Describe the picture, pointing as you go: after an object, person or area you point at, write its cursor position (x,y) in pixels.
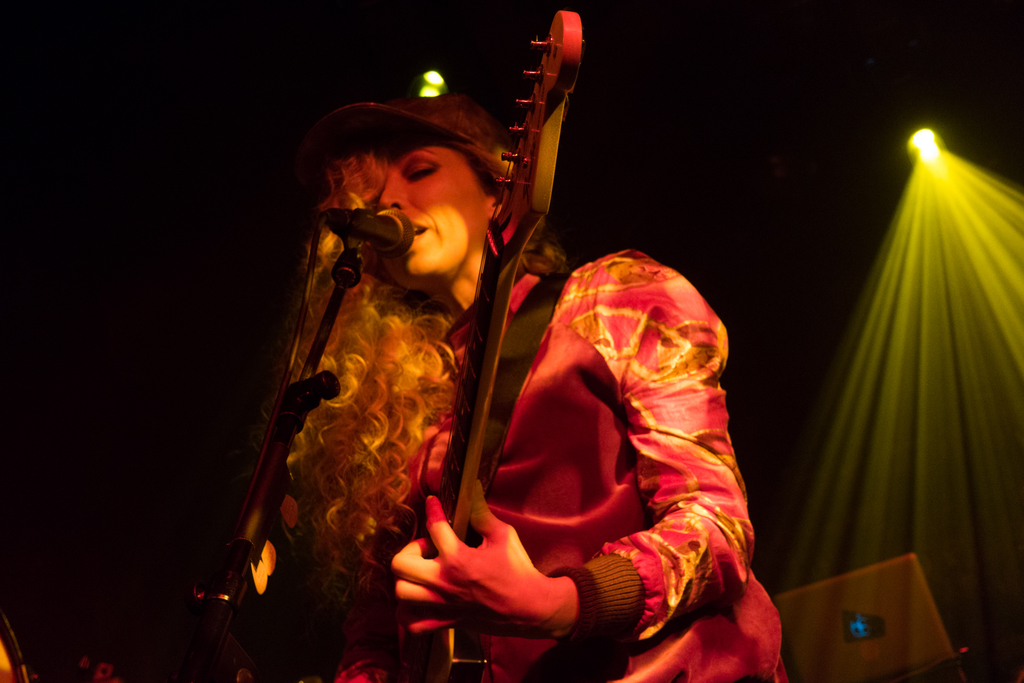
In the center of the image (544,388) we can see lady (541,430) standing and holding a guitar (475,417), before her there is a mic (396,235) placed on the stand (245,516). In the background (946,218) there are lights (940,235) and we can see a laptop (876,599).
